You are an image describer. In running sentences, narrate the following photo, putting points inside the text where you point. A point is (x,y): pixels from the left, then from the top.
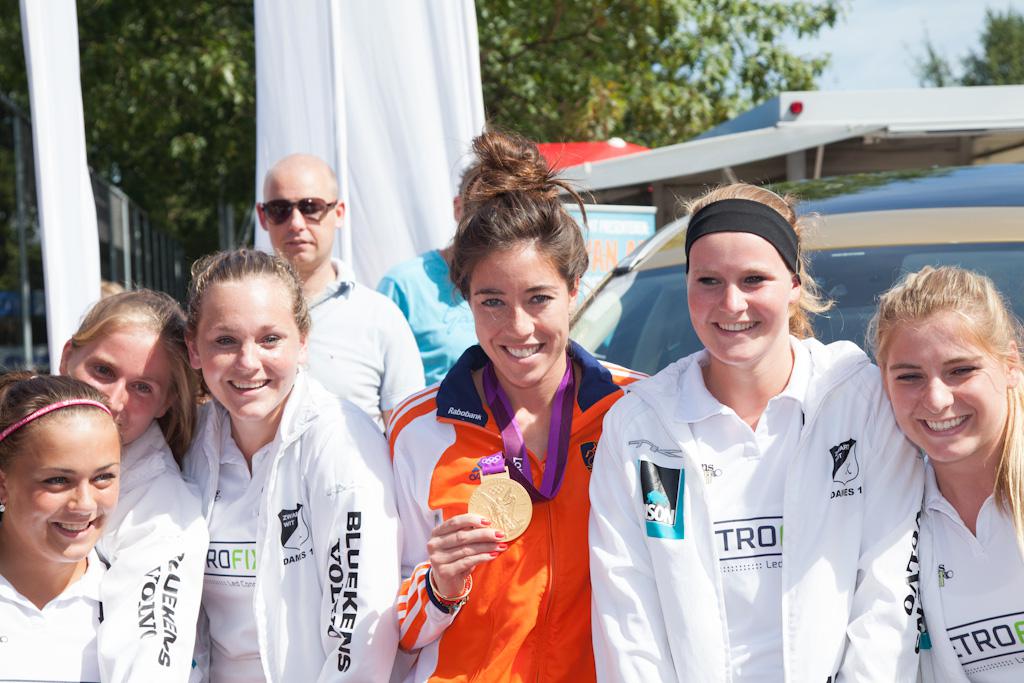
In this image I can see the group of people (397,411) with white and orange color dresses (483,578). I can see one person (472,538) is holding the gold medal (470,511). In the back (584,342) I can see the vehicle (667,272), railing (133,231), banners (87,251), trees (555,89) and the sky (942,26).
